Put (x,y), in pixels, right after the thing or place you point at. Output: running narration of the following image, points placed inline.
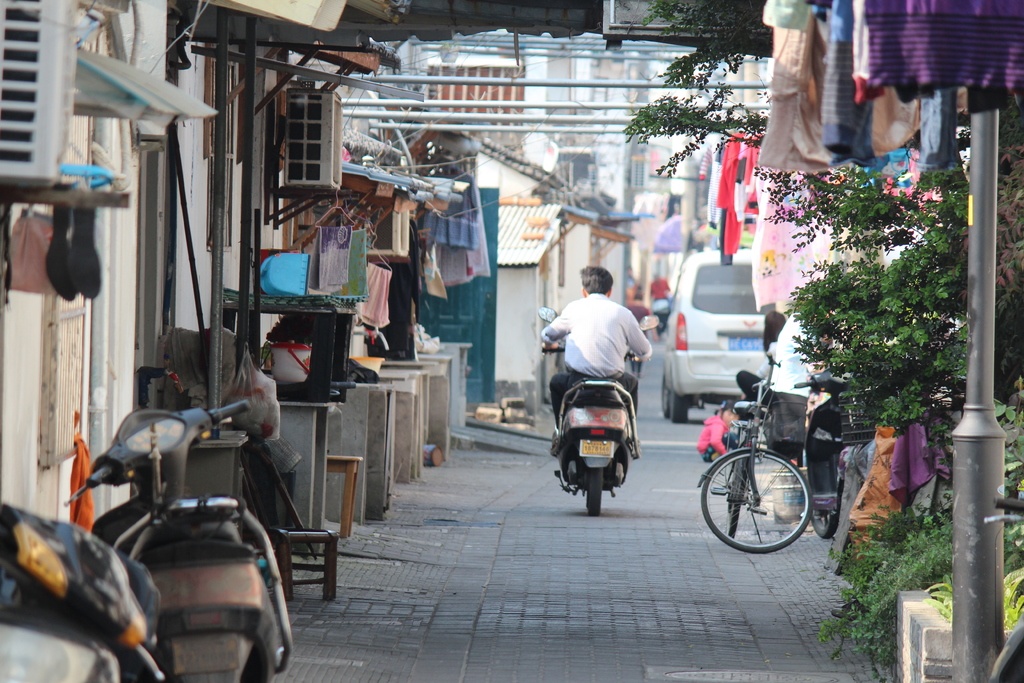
A man (594,355) is riding bike (582,402), here there are other vehicles (715,497), here there is a tree (871,366), these are clothes (873,82), here there are houses (488,229).
